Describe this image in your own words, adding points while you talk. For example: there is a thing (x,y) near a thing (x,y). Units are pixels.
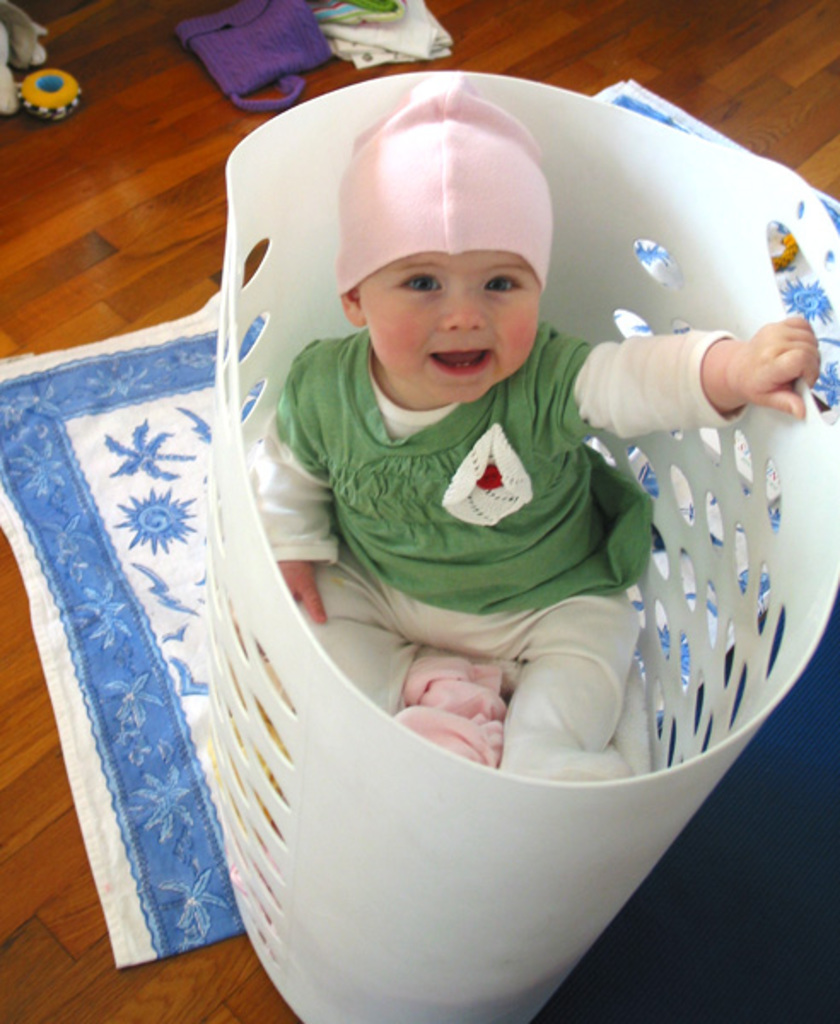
Here we can see a kid (631,520) in a basket (417,832). This is floor (572,31) and there are clothes (281,56).
